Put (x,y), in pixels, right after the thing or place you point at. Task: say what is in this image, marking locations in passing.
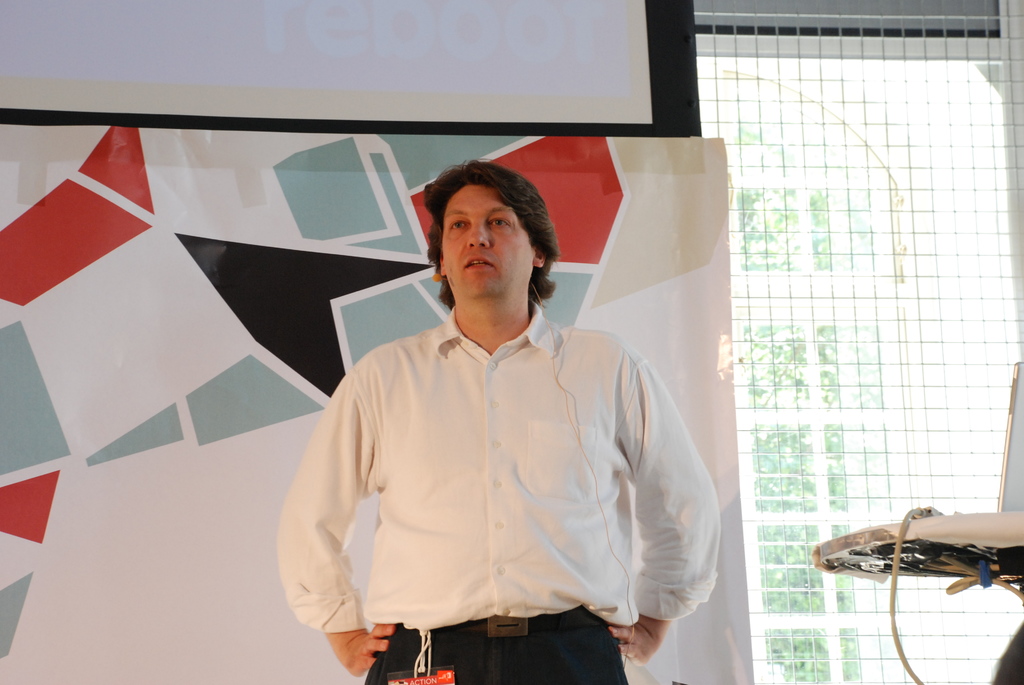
In this picture we can see a man (466,505) in the white shirt (462,348). Behind the man (455,268) there is a banner (415,244), projector screen (423,93) and a window (807,574). On the right side of the image (950,531) there is a cable (893,588) and it looks like a table (937,556) and a laptop (1020,453). Behind the window (791,471) there is a tree (791,471).
